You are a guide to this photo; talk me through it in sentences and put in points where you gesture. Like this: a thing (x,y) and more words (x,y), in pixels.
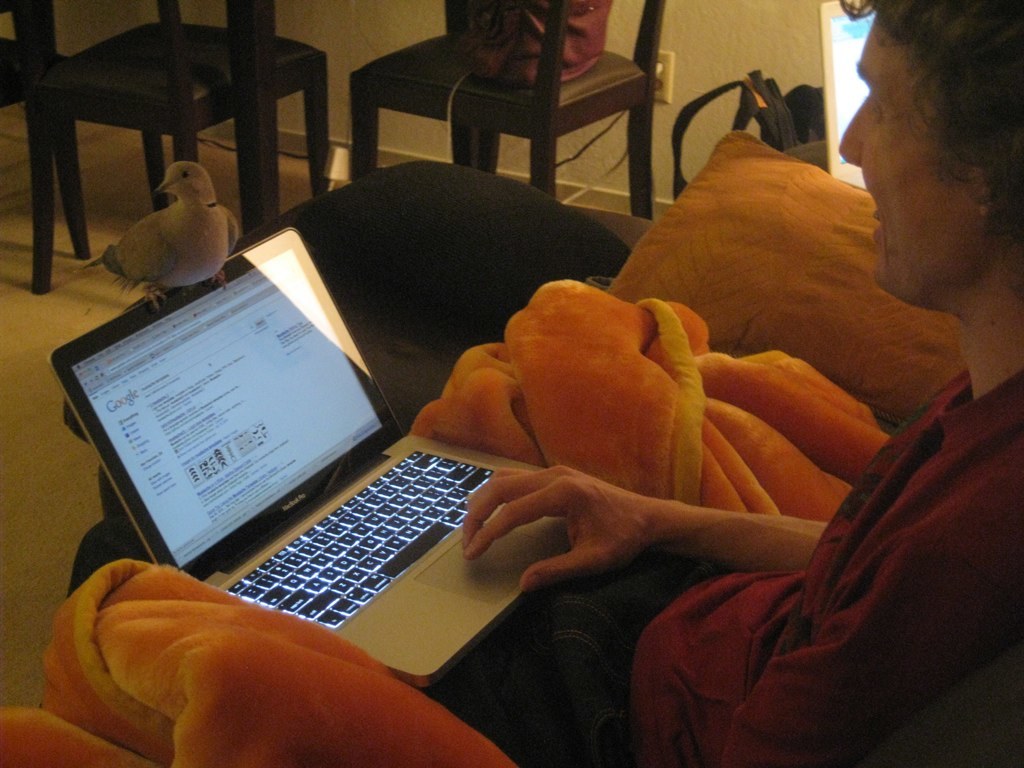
This picture shows a man (622,515) seated and holds a laptop (63,354) in his hand (585,505) and there is a bird (146,276) on the laptop (147,316) and we see couple of chairs (632,94) and a pillow (696,303).
